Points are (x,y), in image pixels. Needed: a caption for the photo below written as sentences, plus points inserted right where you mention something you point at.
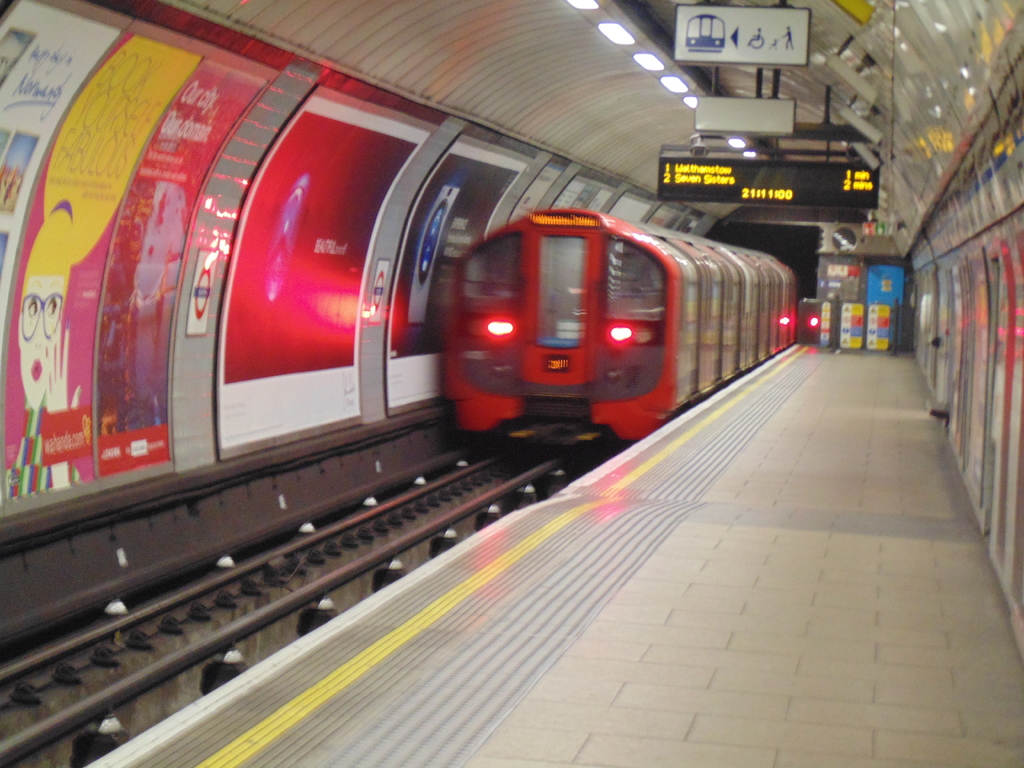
The image is taken in a railway station (596,491). In the foreground of the picture (209,546) there are railway track (161,616), platform (770,625) and posters (117,301). In the center of the picture (496,288) there are boards (789,23), led screen (688,181), train (705,300), posters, some iron frames (824,89) and lights (663,76).
